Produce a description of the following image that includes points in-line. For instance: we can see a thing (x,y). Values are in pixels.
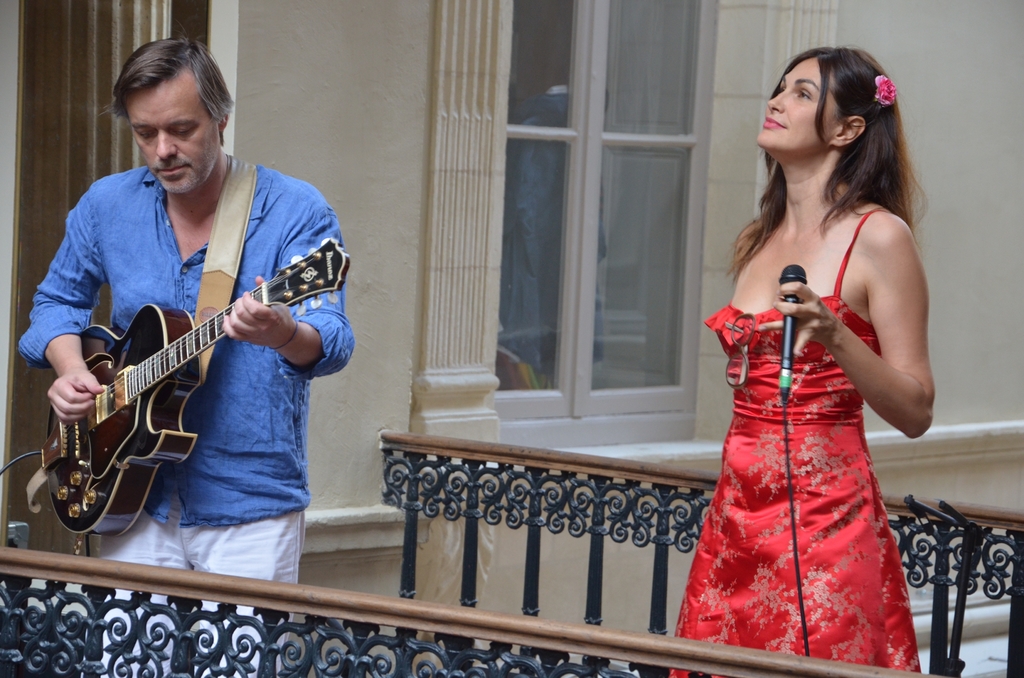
The person (148,255) wearing blue shirt (144,294) is playing guitar (164,350) and the woman (787,420) behind him is holding a mic (786,332).
